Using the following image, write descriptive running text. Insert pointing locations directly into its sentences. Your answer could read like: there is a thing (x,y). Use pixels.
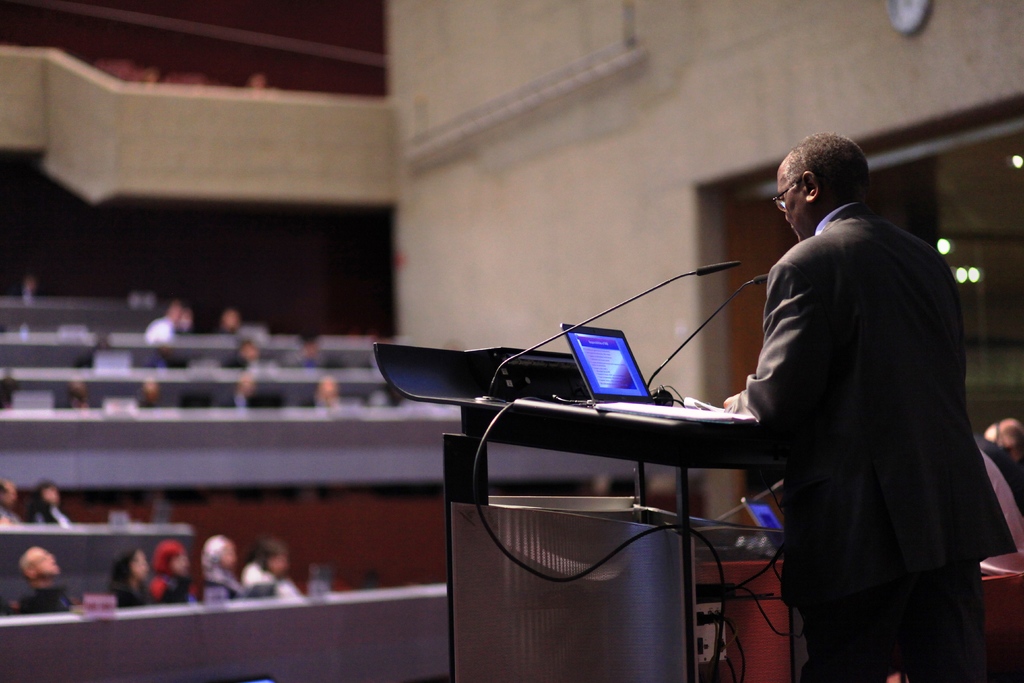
In this image there is a person (779,285) standing in front of the table (592,414). On the table (566,397) there are mics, laptop (643,390) and a book (657,405), in front of him there are a few people (160,575) seated on their seats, which are blurred. In the background (437,171) there is a clock (910,12) hanging on the wall (633,95).
